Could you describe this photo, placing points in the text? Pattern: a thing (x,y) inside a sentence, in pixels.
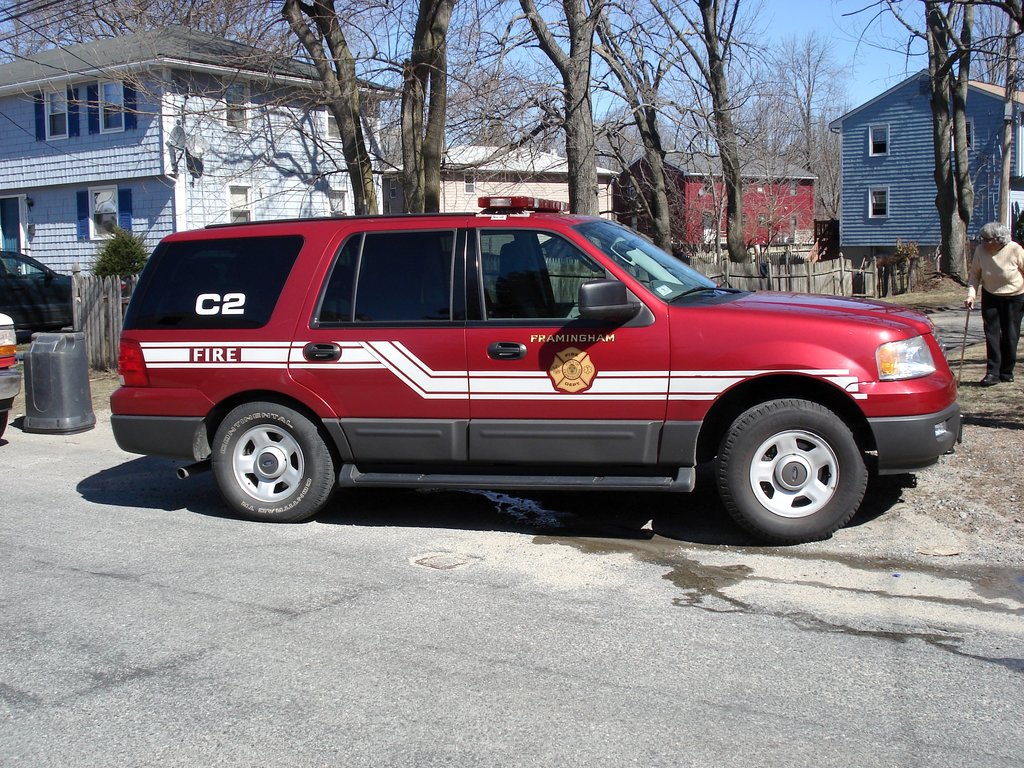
In the center of the image (583,431) there is a car (611,425) on the road (535,536). On the left side of the image (224,50) we can see trees (413,170), house (161,121), car (14,271), fencing (77,299) and dustbin (54,361). In the background (298,167) there are many trees (588,184), houses (906,171), fencing (770,270) and sky (760,41). At the bottom (306,606) there is a road (601,614). On the right side (1003,276) there is a woman (992,282).
